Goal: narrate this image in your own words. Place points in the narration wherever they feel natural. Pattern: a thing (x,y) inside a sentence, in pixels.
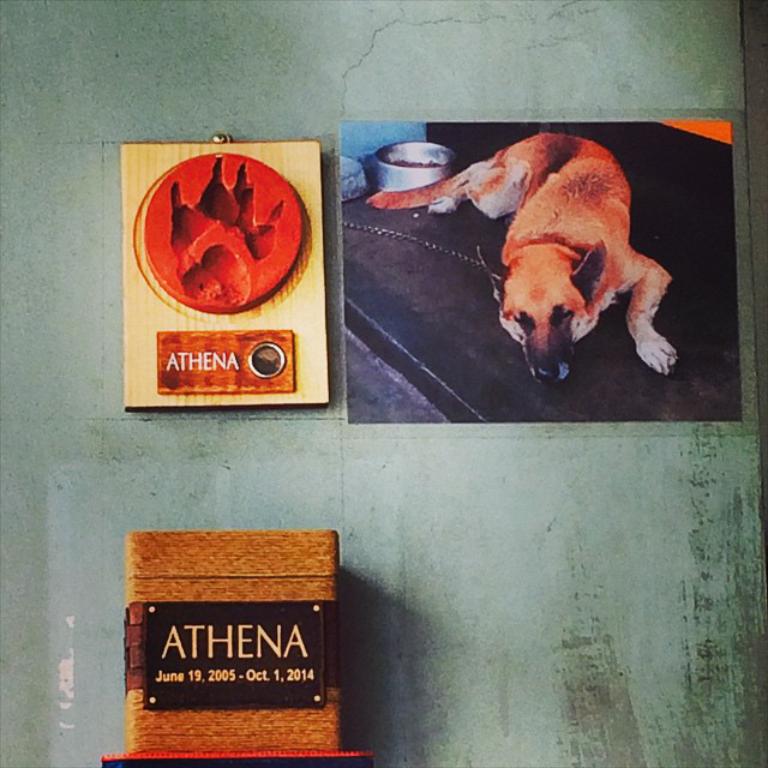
In this image there is a poster (492,228) of a dog (507,328) is attached, beside that there is a board (211,266) with an image (210,296) and text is hanging on the wall (460,495), beneath that there is an object (210,695) is placed on the table (297,759).
